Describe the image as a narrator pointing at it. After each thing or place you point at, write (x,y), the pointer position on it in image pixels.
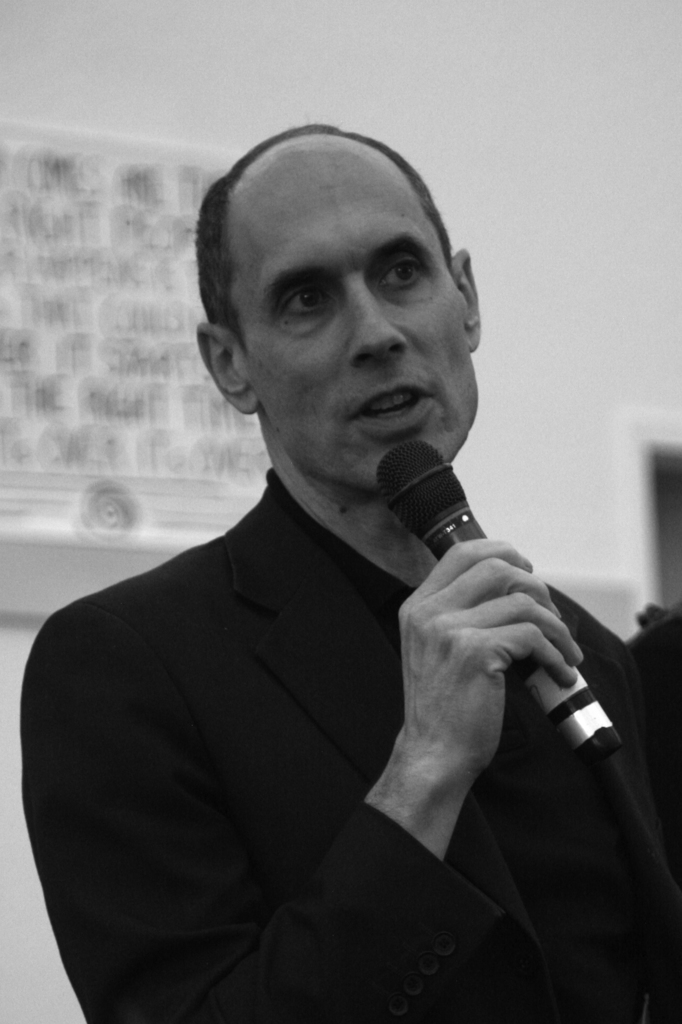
In this picture we can observe a man (293,467) wearing a coat (192,868). He is holding a mic (448,503) in his hand (426,758). In the background (3,832) there is a wall (14,780). This is a black and white image.
